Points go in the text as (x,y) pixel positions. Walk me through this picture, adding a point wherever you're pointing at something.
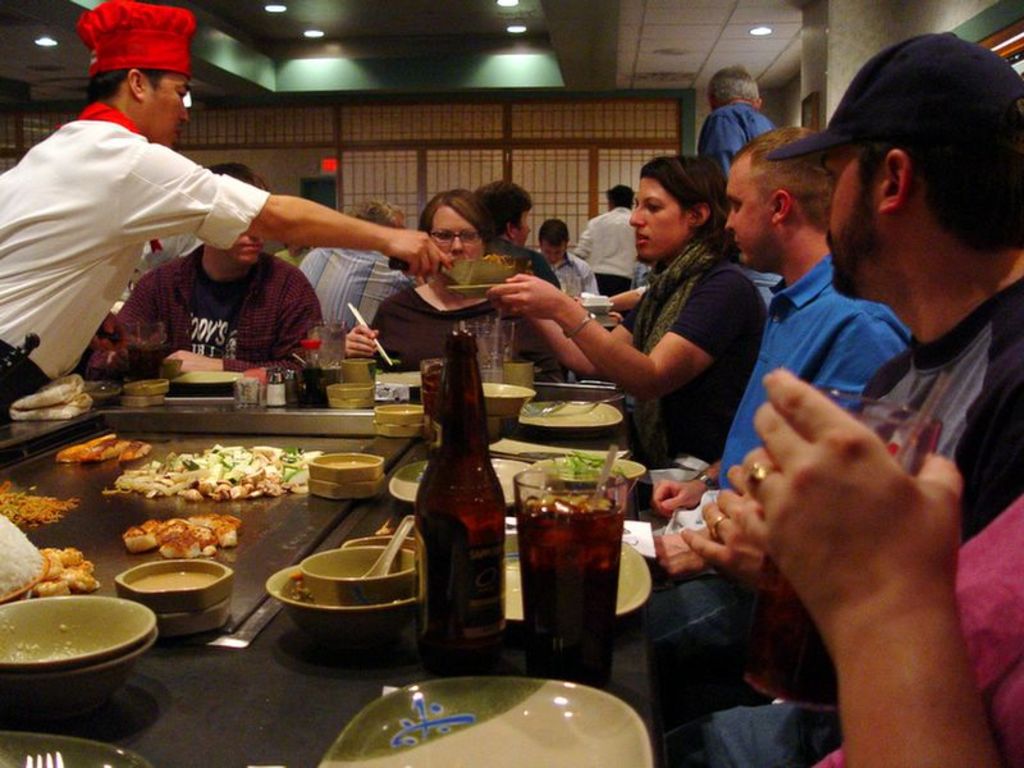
In the picture we can see a restaurant (714,285) with a table (299,537) and food items (83,556) on it and around it we can see some people (719,270) are sitting and one person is serving a food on the plate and he is with red cap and white shirt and in the background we can see a wall (26,143) and to the ceiling (556,35) we can see the lights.
